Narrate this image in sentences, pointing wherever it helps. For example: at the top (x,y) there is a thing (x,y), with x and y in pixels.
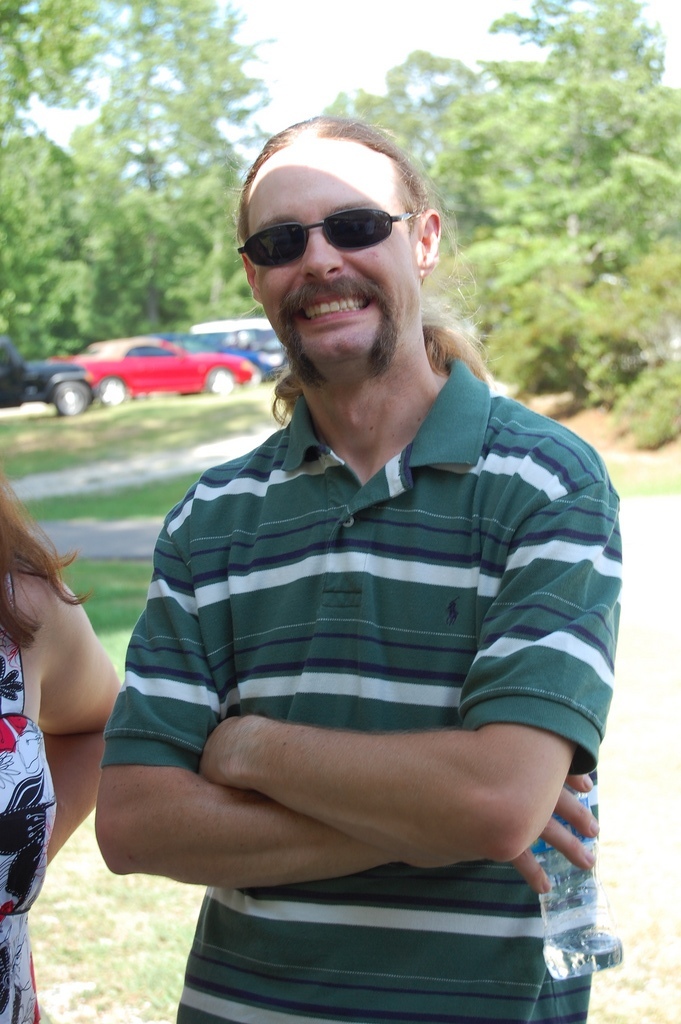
In the picture we can see a man (272,614) standing and he is wearing a green T-shirt (435,589) and he is smiling and he has a long hair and beside him we can see a woman (37,649) and in the background (31,112), we can see a grass surface (86,507) and some cars (62,358) are parked and trees (505,205) behind it and a sky (245,31).
